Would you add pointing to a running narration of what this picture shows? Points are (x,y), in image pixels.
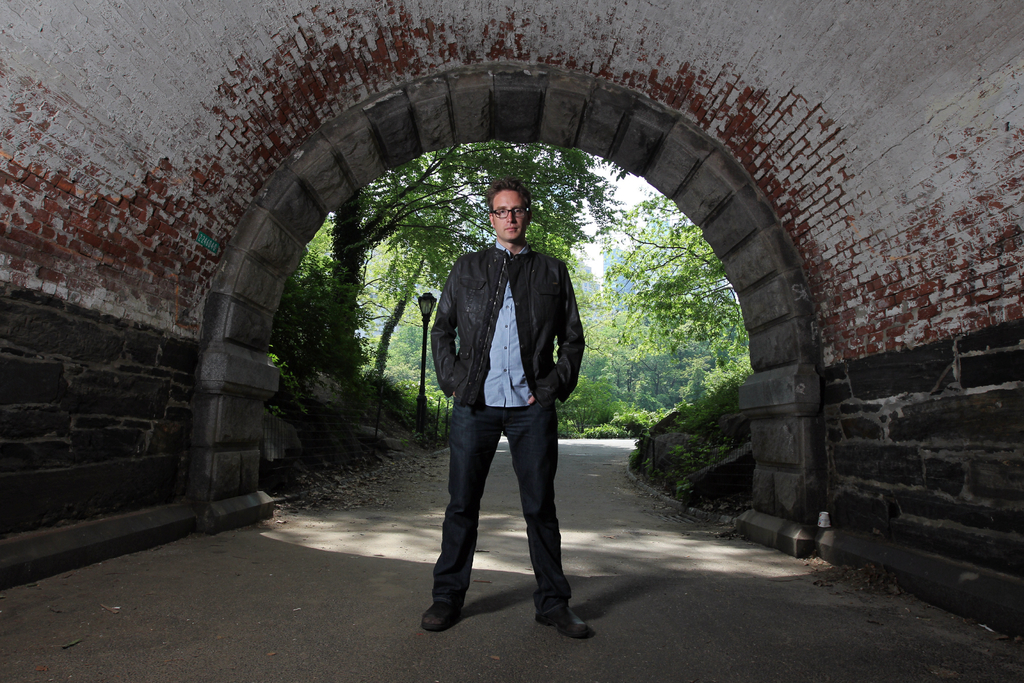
In this image there is one person (525,468) standing in the middle of this image (485,369) is wearing a black color coat (496,289). There are some trees (437,283) in the background (641,348). There is a wall (776,158) as we can see on the top of this image (378,97). There is a ground (646,608) in the bottom of this image (591,574).
